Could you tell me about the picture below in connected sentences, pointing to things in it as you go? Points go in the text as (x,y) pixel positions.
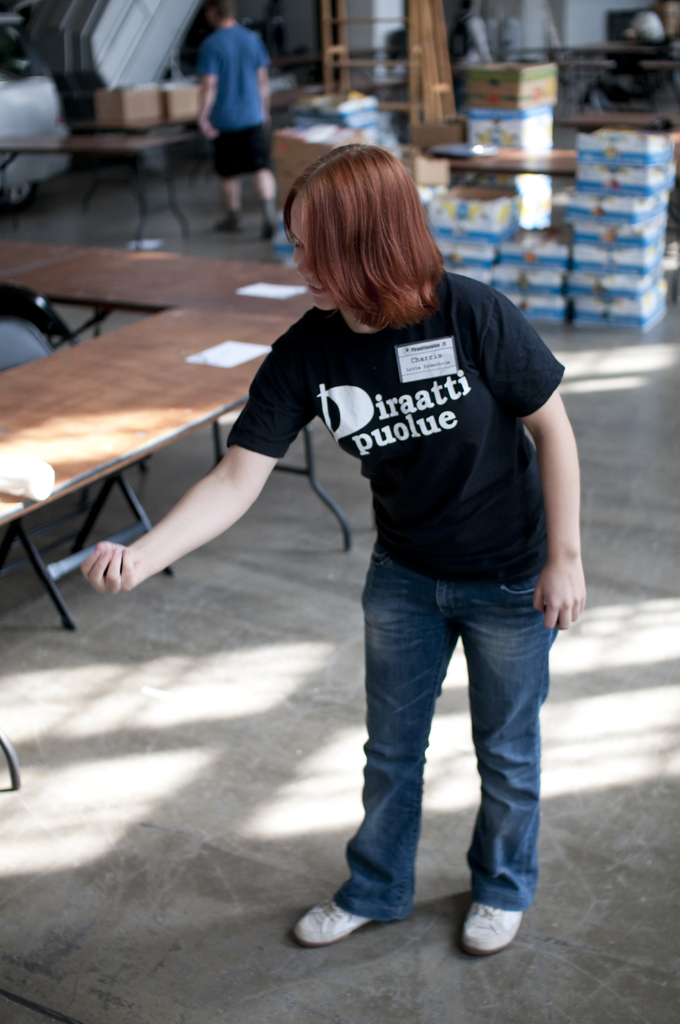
As we can see in the image there are tables (126,353) and two people (264,198) standing over here and on tables (128,129) there are boxes (154,121).
